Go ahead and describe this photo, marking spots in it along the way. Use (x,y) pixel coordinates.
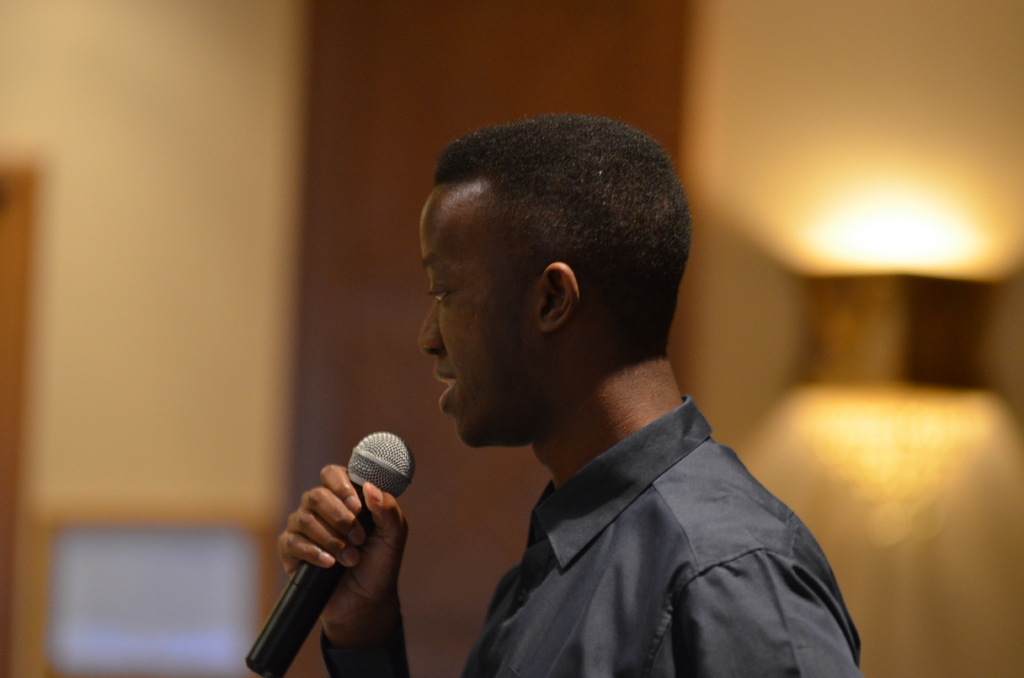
In this image I can see a man (461,431) is holding a mic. I can also see he is wearing black shirt (620,568).
